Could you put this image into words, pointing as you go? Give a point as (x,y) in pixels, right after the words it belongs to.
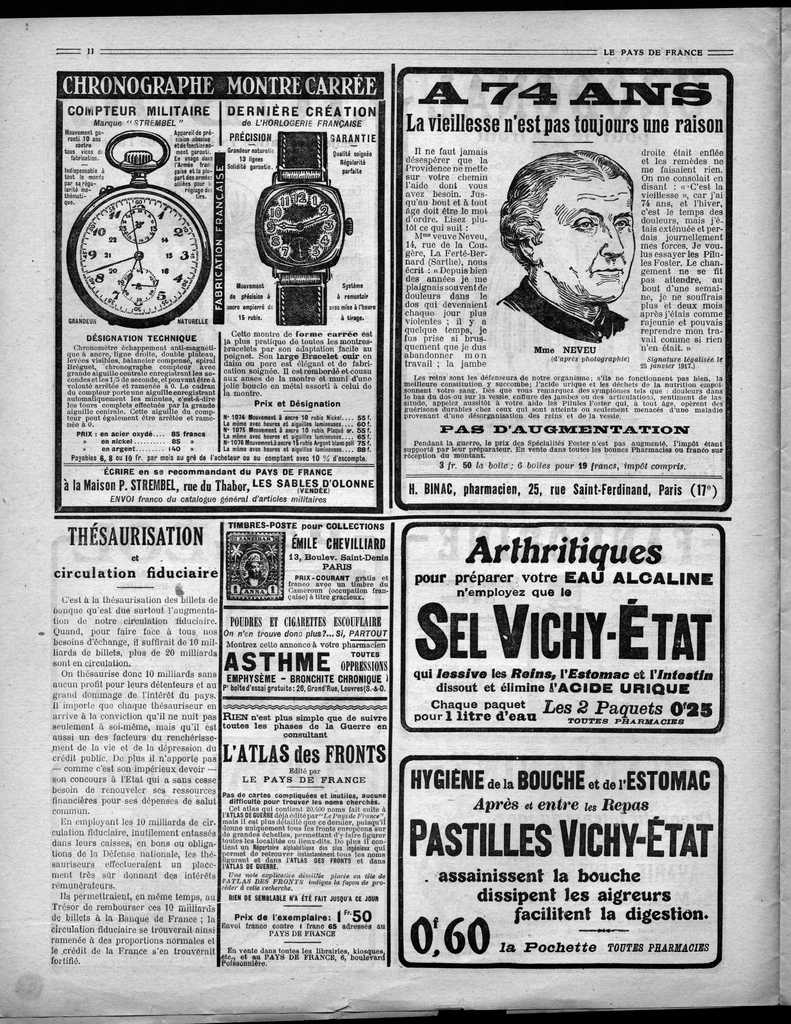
In this image we can see the newspaper (633,584) which is kept on the table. In the top right corner (557,195) there is a person's image (551,289). On the left (82,222) we can see the watches (157,222). At the bottom (442,895) we can see the articles (349,625).
